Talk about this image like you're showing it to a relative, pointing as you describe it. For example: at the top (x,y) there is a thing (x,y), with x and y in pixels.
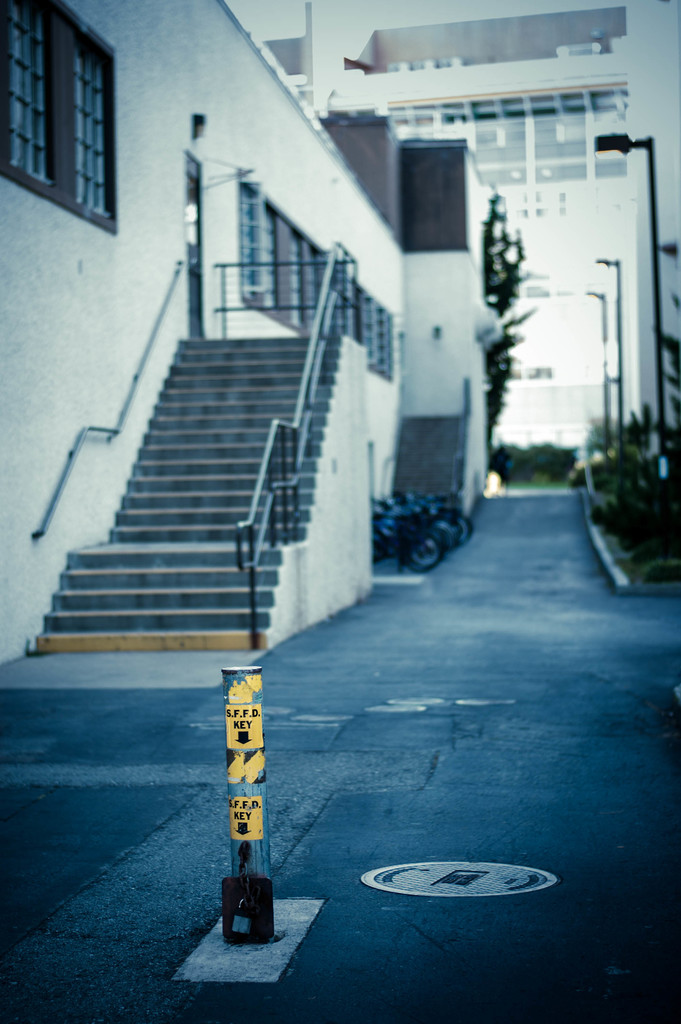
In this image we can see a building (436,392), rod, windows (21,7), staircase (332,260), bikes (400,504), plants (539,451), and poles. Here we can see a road (446,806).
